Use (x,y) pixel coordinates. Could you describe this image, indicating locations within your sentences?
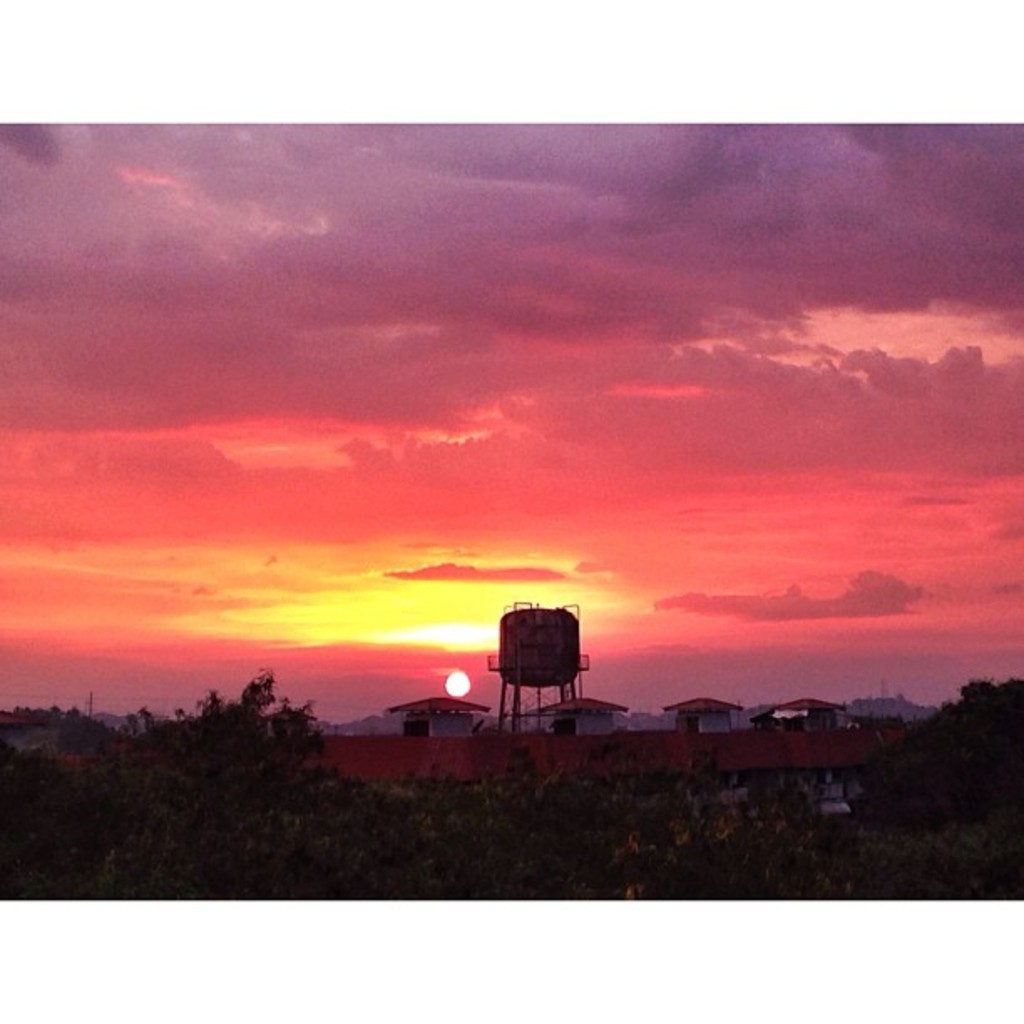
In this image I can see trees (503,865) and buildings (462,712) at the back (515,751). There is sun (462,686) in the sky (386,533).
